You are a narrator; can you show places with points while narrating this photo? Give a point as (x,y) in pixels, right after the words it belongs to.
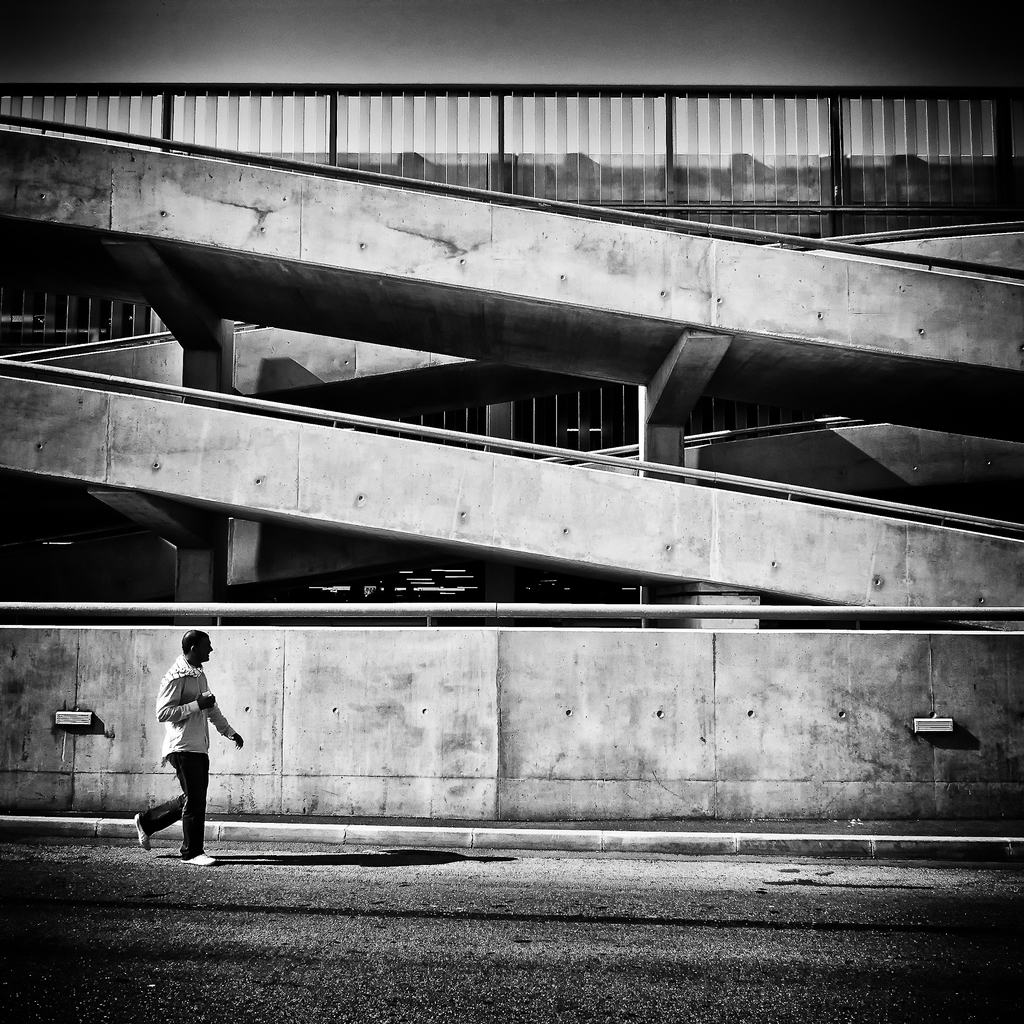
In this image we can see a staircase (567,488) of a building (498,611). In front of the building (327,586) we can see a person (169,735) walking on the road (324,891).
